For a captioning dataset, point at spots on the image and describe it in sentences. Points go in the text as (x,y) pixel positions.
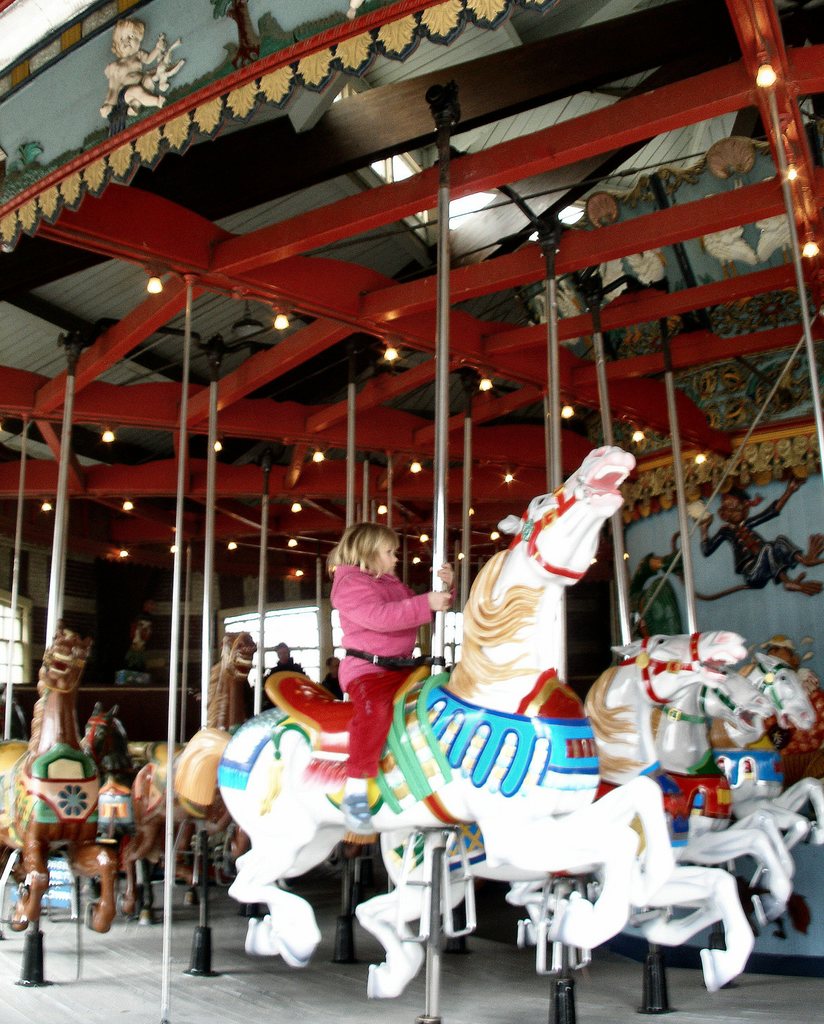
In this picture we can see a kid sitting on a horse toy (565,771) holding a pole (439,114). There are many horse toys (418,960) under the roof (547,70) with wooden beams (488,100) and lights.
